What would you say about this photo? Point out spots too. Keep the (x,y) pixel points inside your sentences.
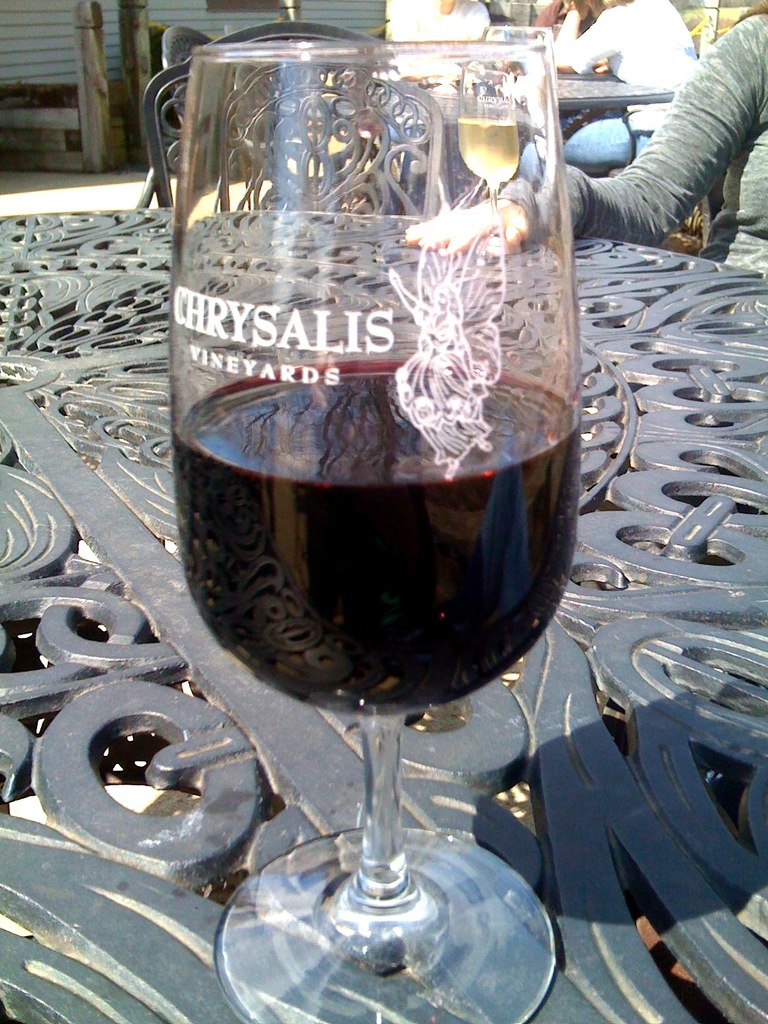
In this picture I can see tables (114,996), there are glasses (530,181) with liquids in it, on one of the table (656,684), there are few people (756,185), there are chairs (265,27) and some other objects (134,1).
